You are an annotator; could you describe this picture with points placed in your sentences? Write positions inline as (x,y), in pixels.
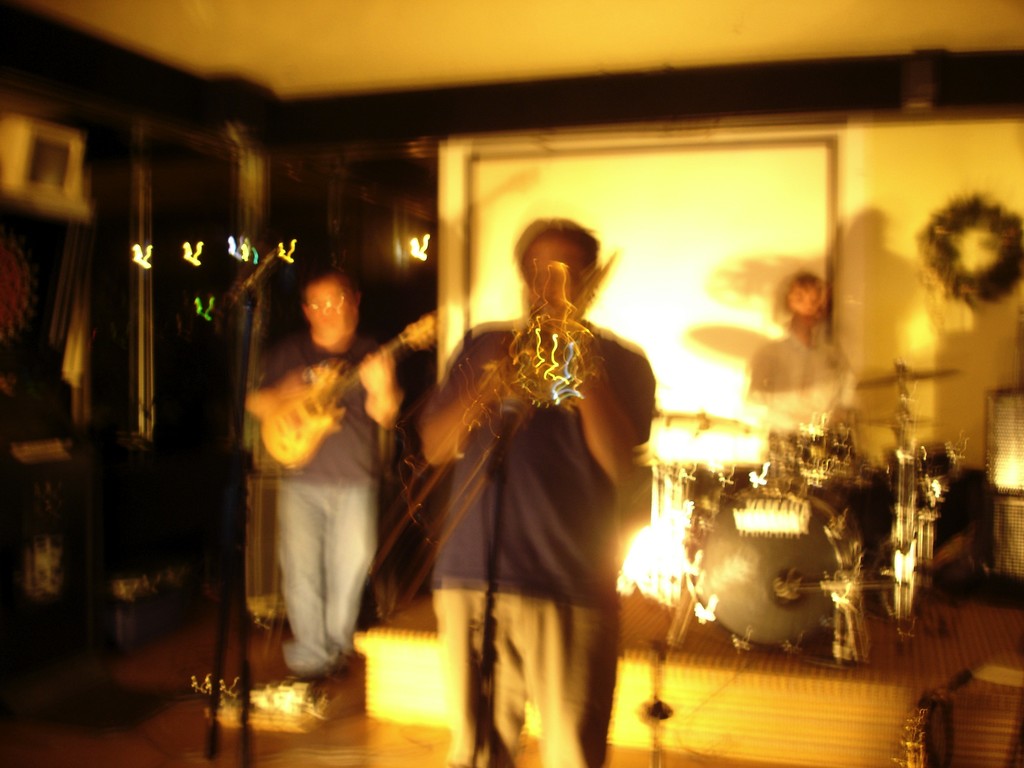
This is a blurred image, we can see there are two persons (362,540) standing and holding instruments (338,407) in the middle of this image (343,502), and there is a wall (488,221) in the background (682,315). There are drums (823,533) on the right side of this image (823,533).
